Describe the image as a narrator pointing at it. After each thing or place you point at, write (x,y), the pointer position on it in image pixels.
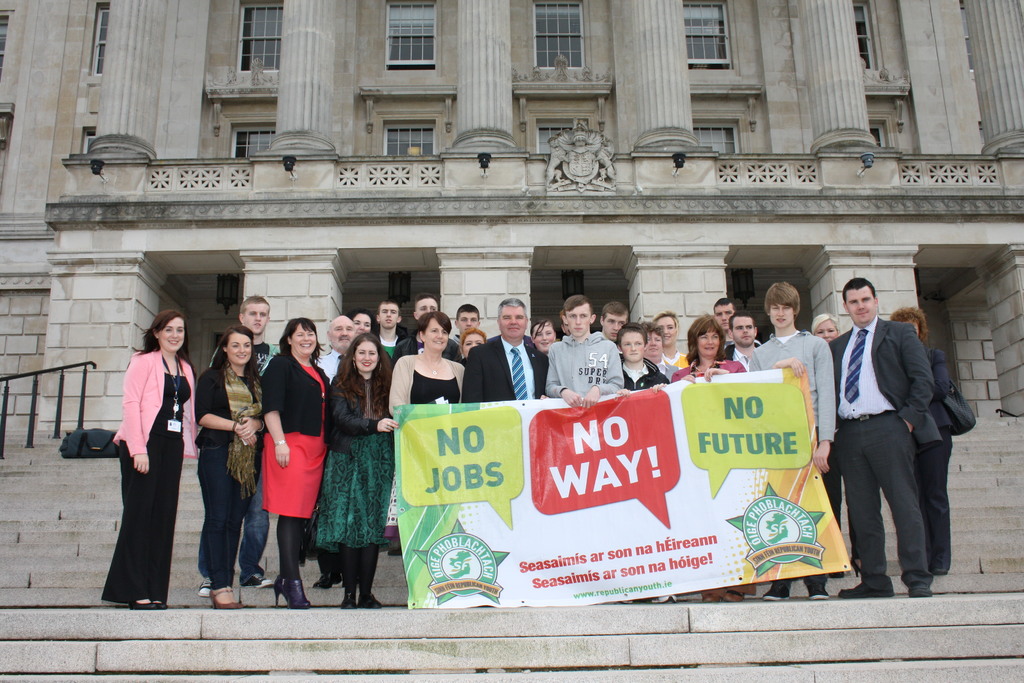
In this image there are people (275,477) standing. There is a banner (588,531). There are steps (261,617) in the foreground (106,673). There is a building (385,142) in the background (395,134). There are windows (714,32) with the glasses (719,48).
